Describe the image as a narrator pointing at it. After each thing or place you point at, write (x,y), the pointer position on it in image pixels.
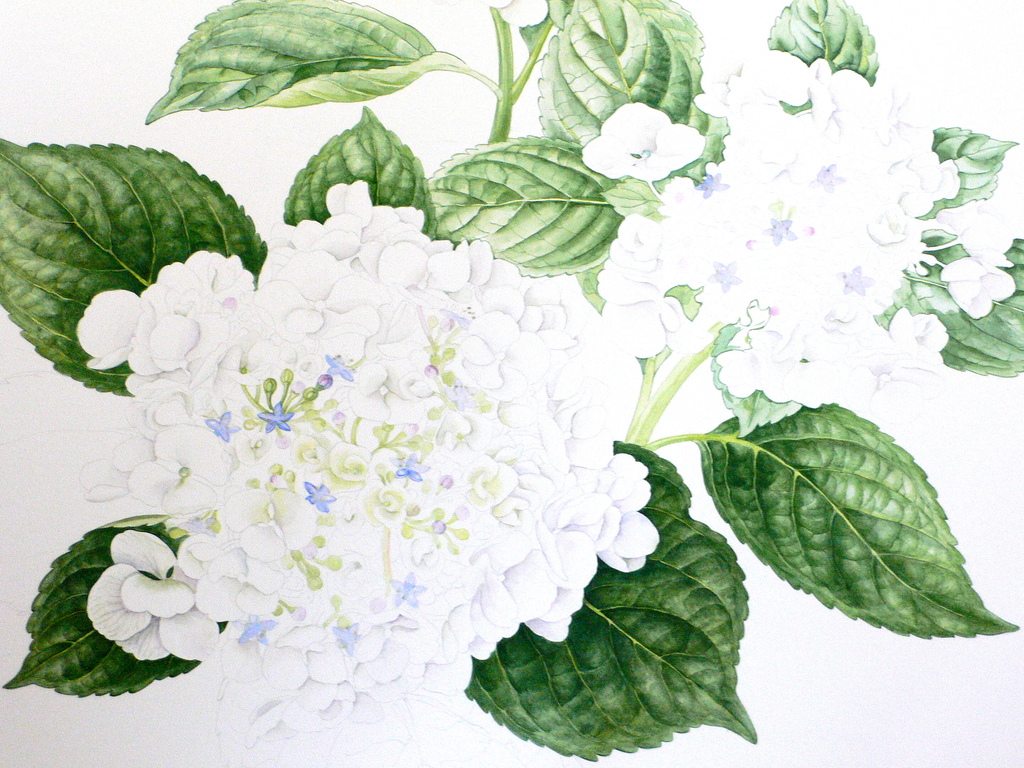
In the picture we can see the painting (832,237) of white flowers (552,443) and green color leaves (34,608).
